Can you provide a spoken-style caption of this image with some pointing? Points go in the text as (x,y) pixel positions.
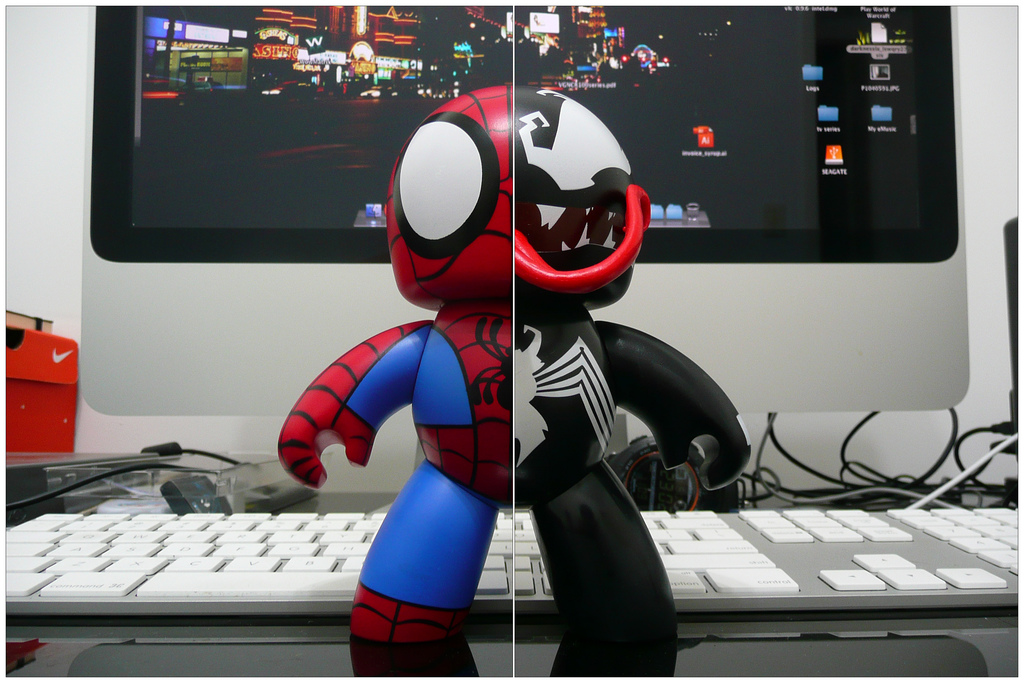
In the middle of the image (672,417) there is a toy (470,420). Behind the toy (463,369) there is a keyboard (303,537) on the surface (631,661). Behind the keyboard (205,541) there is a monitor (935,306). And also there are wires (1014,486). On the left side of the image (37,369) there is a red color box (25,420).
